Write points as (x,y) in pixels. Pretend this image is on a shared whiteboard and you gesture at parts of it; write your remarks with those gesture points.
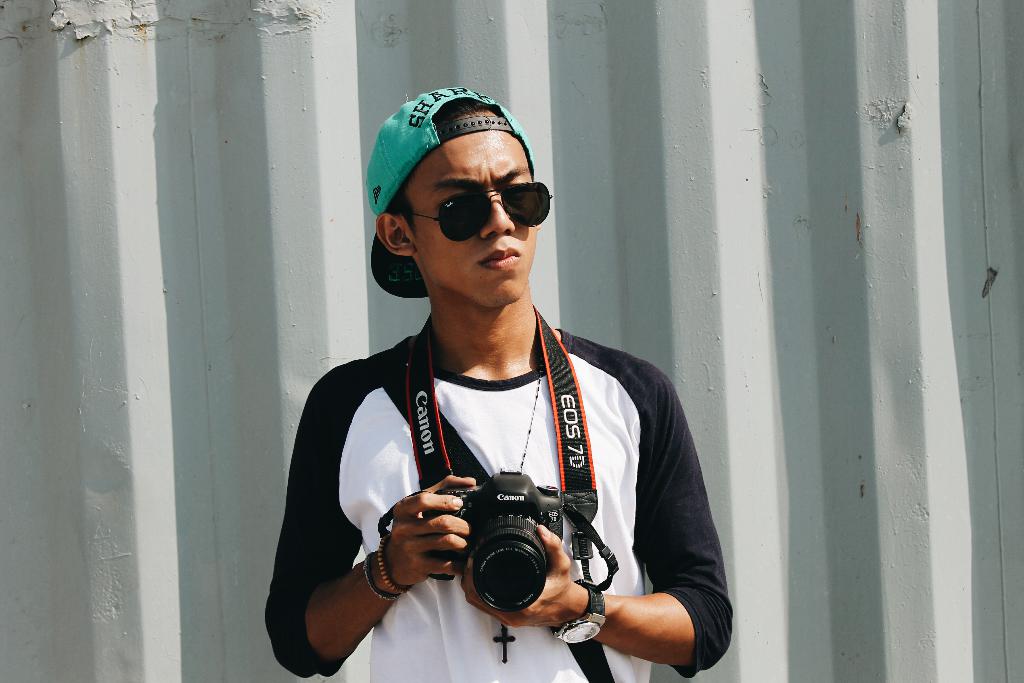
This man (627,465) wore black and white t-shirt (607,465), goggles (523,227), cap (441,138) and holding a camera (511,532).
